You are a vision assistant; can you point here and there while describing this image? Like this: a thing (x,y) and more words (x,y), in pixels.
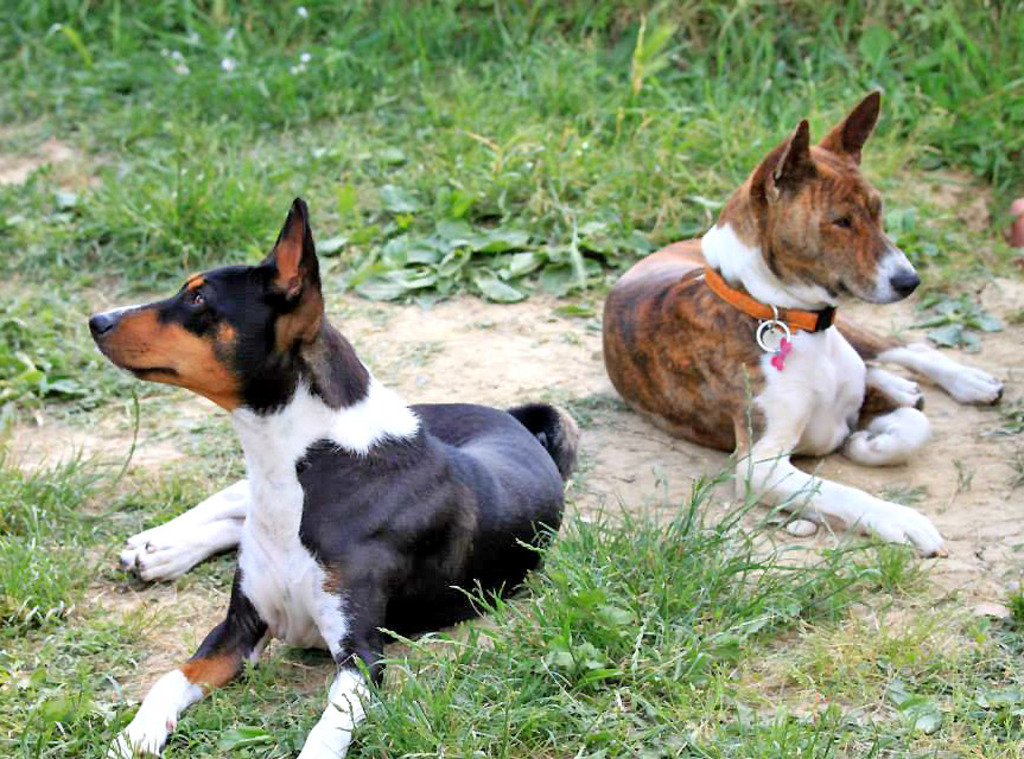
In this image we can see dogs (642,411) sitting on the ground (642,501). In the background (617,147) we can see grass (455,137).
